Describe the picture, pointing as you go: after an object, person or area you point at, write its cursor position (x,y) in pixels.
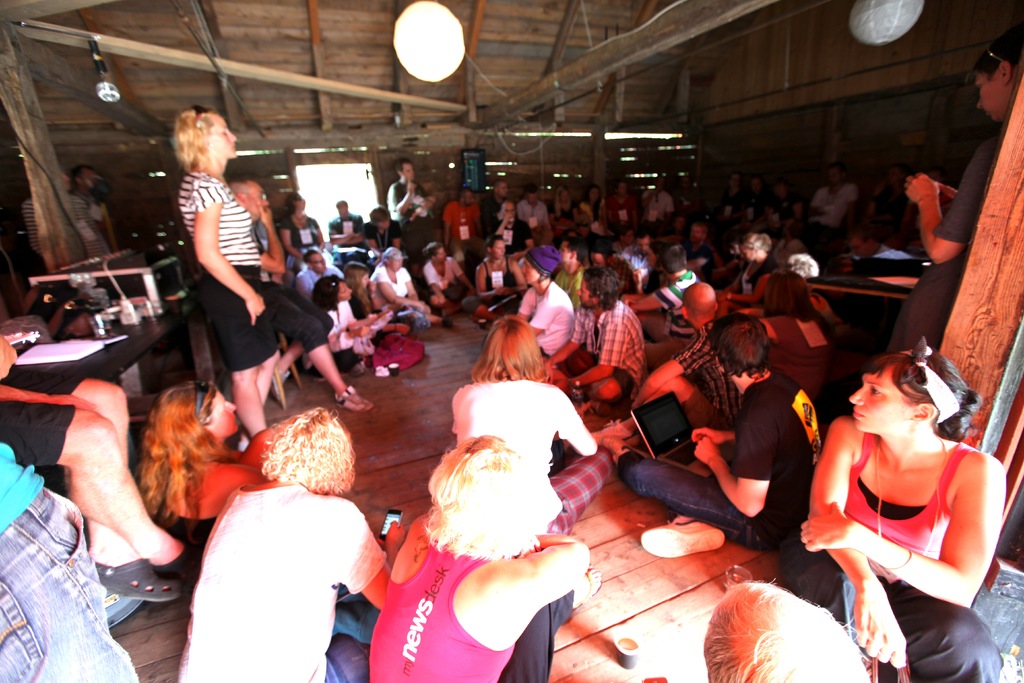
In this picture we can see a group of people (48,627) where some are sitting and some are standing on the floor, tables (113,324), laptop (669,404), book (70,355) and some objects (106,266).
